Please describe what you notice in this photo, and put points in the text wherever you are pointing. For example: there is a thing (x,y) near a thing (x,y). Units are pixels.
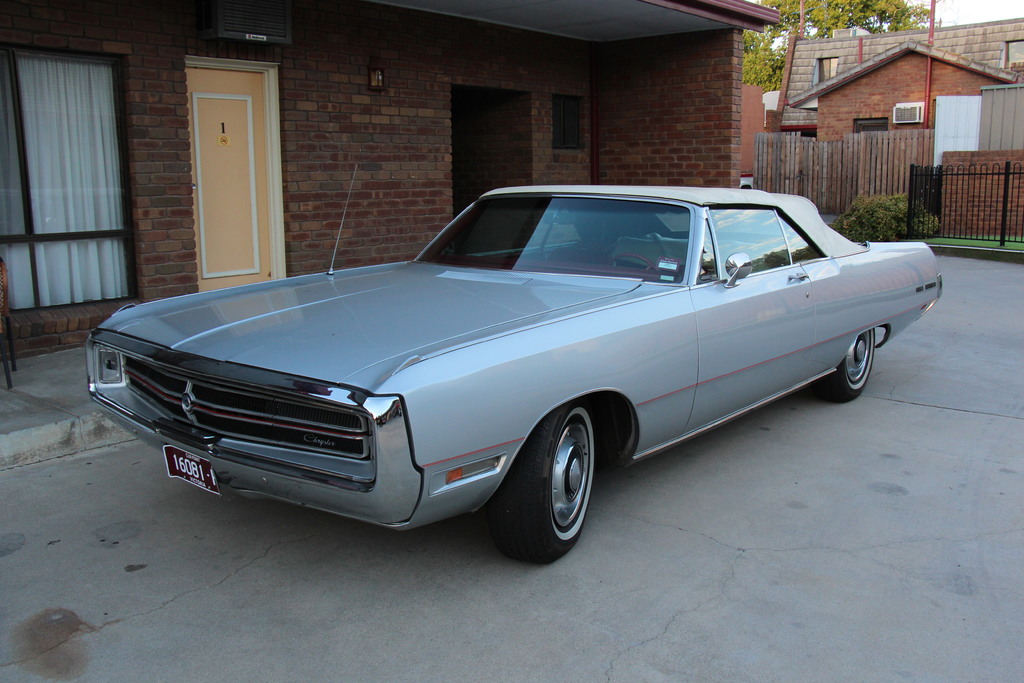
In the foreground of this picture (598,465), there is a car (704,430) on the road (729,540). In the background (548,73), there are buildings (641,44), plants (872,202), railing (916,188), a door (219,136), windows (45,209), trees (838,20) and the sky (975,1).
